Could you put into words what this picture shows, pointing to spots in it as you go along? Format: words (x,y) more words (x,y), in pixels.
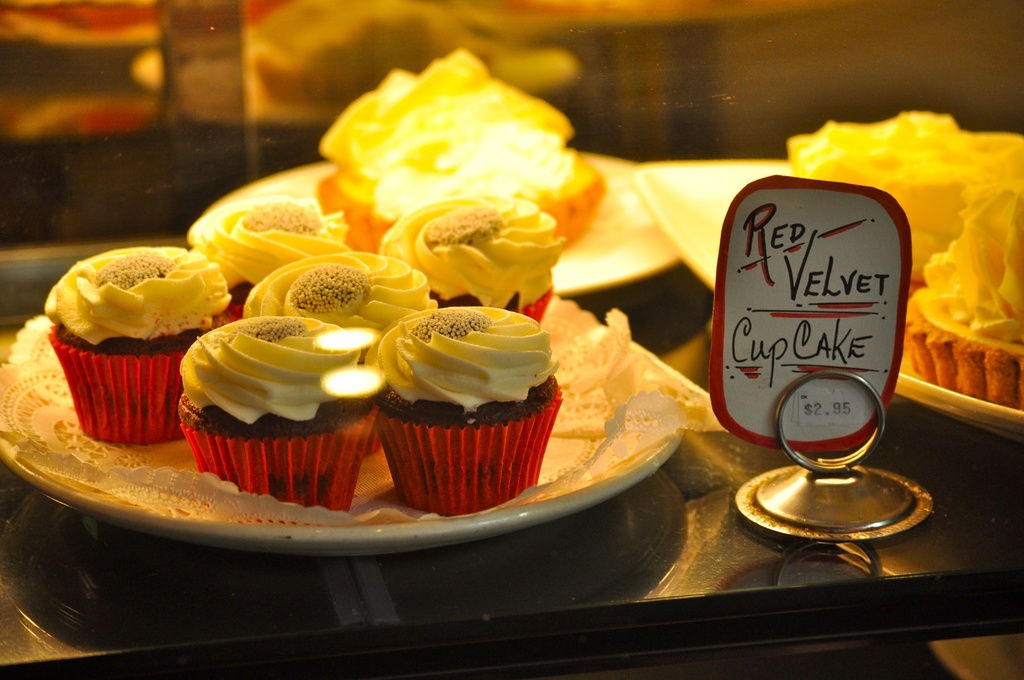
At the bottom of the image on the rack (470,585) there is a plate (326,538) with cupcakes (416,420) in it. Beside the plate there is an object (782,415) with a paper (785,351). On the paper (785,351) there is a text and price sticker (811,411) on it. Behind that object (844,404) there are plates (715,255) with food items (980,295) in it.
